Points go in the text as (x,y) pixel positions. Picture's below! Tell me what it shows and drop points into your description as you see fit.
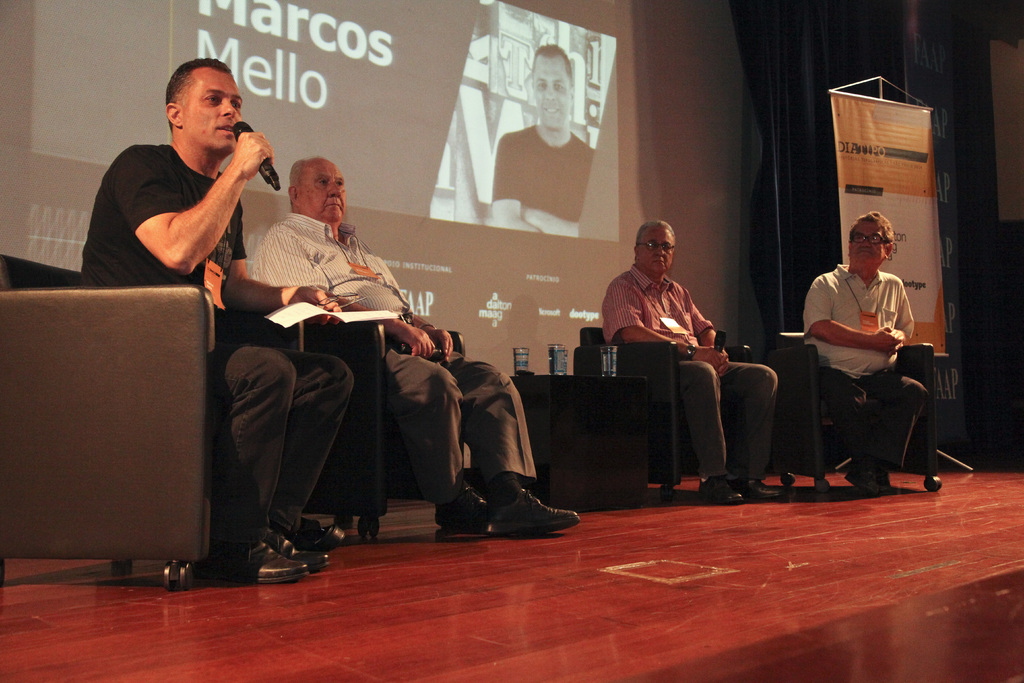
In this image, we can see some people (402,312) sitting on the chair (194,458) and in the background (272,47), there is a screen (572,93) and one of them is holding a mic (272,181). At the bottom (624,603), there is stage (666,589).
